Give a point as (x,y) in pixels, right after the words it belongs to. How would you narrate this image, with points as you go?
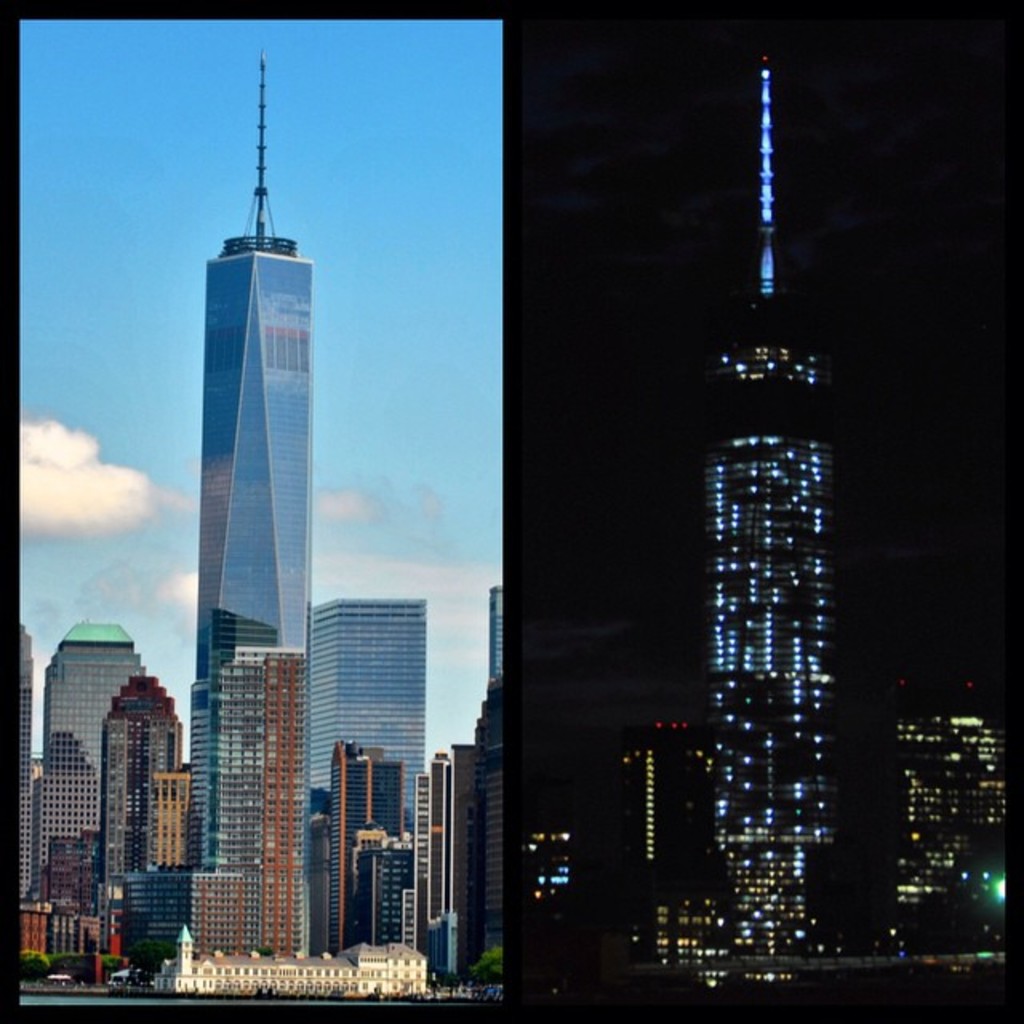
In this image we can see the buildings (297,797), lake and the sky (131,291) with clouds (72,479) on the left side (280,465), there are buildings (763,253) and lights (908,736) on the right side of the image (768,241).
